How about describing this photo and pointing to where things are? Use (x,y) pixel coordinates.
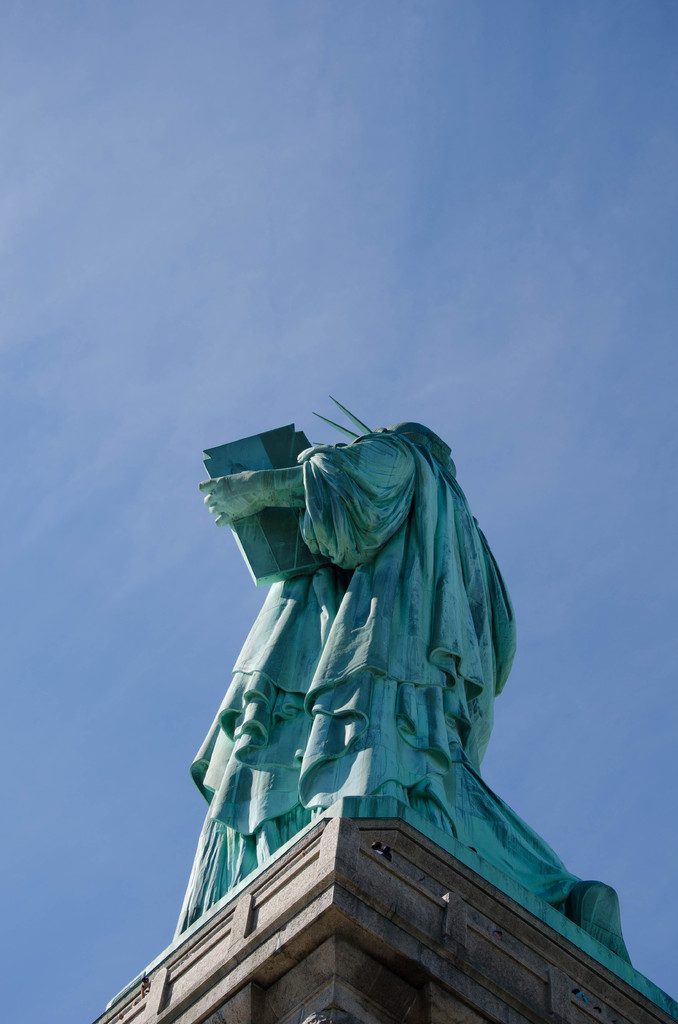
In the image there is a statue (339,521), the image is captured from the ground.
